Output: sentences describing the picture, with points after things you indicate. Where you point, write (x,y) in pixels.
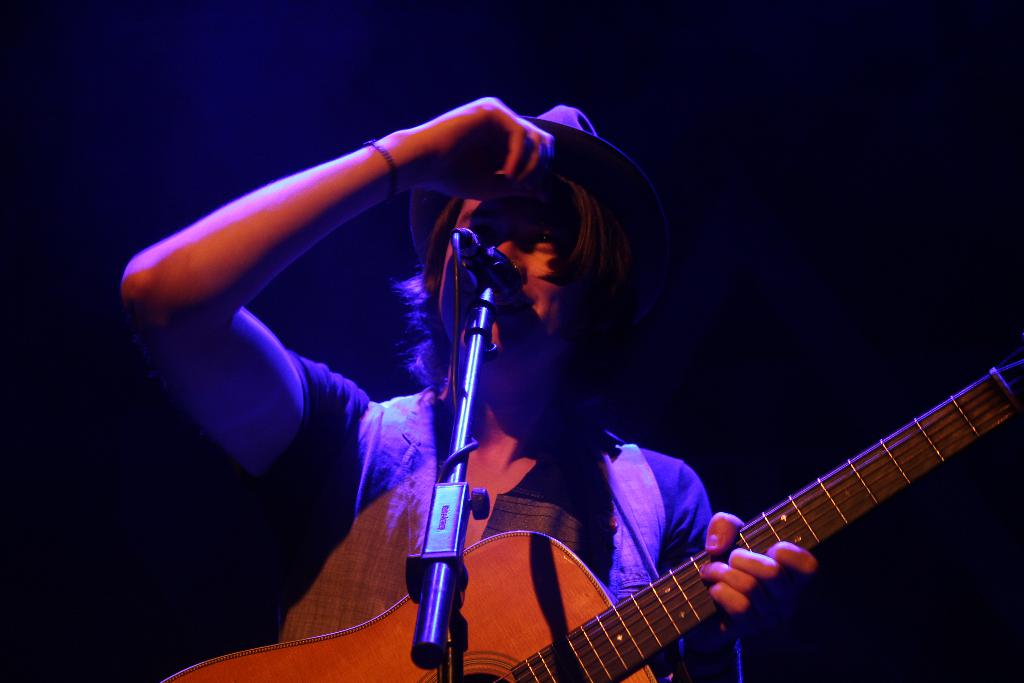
There is a person (596,561) holding a guitar (602,631) in front of mic (496,282) singing.
